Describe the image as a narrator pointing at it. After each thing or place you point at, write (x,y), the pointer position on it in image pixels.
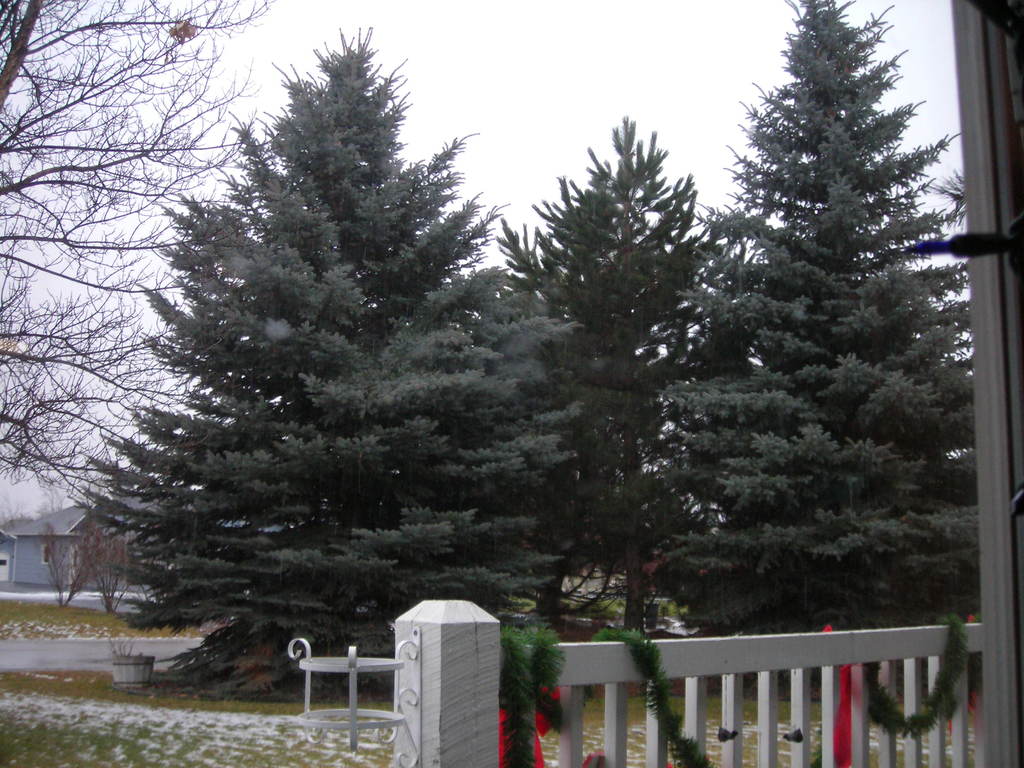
In this image we can see a group of trees (347,437), a pot (142,682) on the ground (91,661), some grass (61,635), a house (13,569) with roof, pole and the sky (531,31) which looks cloudy. On the bottom of the image (518,629) we can see a fence (504,667) decorated with ribbons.
